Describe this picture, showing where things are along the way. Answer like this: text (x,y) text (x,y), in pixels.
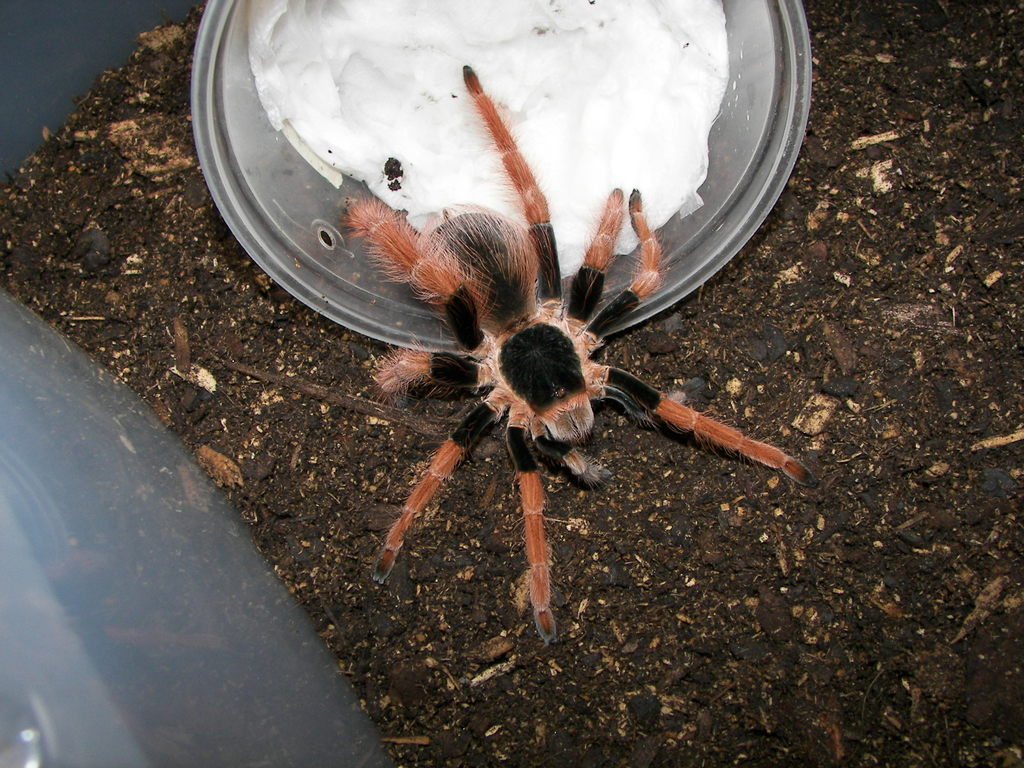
In this image we can see a bowl (690,256) and a spider (611,380) on the ground (604,509), inside the bowl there is some cotton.
